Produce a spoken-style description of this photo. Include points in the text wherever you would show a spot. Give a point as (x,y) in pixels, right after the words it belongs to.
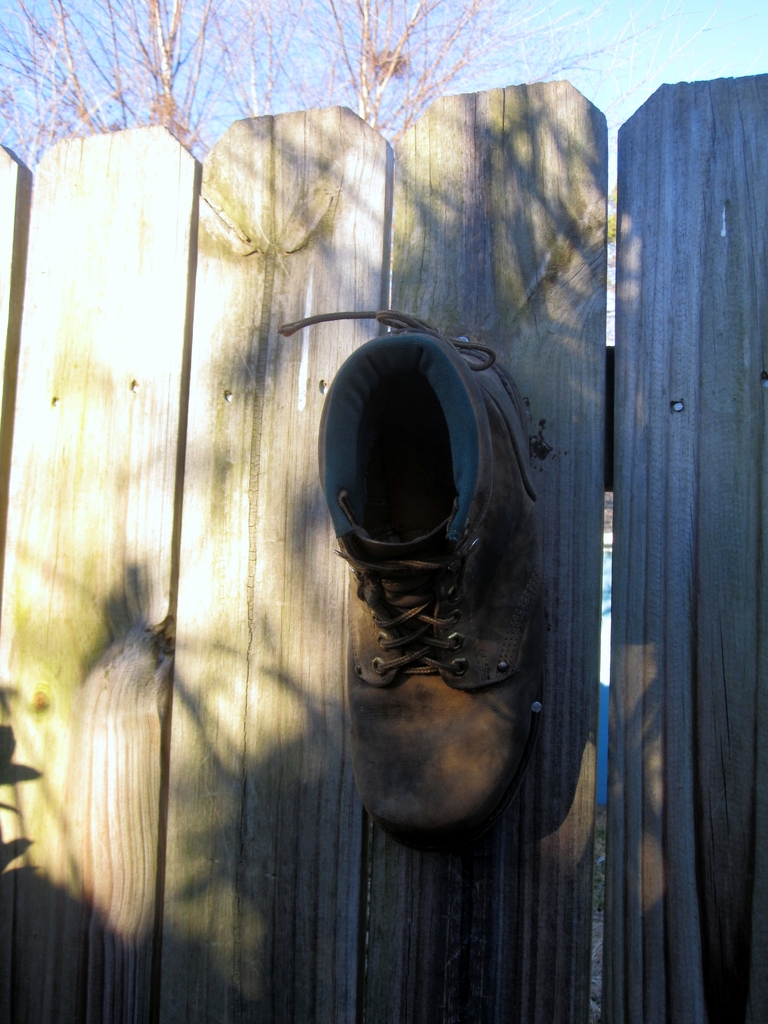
In this image I can see a shoe (371,499) on a wooden fence (420,267). There is a tree (351,58) at the back (638,31) and sky (662,21) at the top (661,22).
